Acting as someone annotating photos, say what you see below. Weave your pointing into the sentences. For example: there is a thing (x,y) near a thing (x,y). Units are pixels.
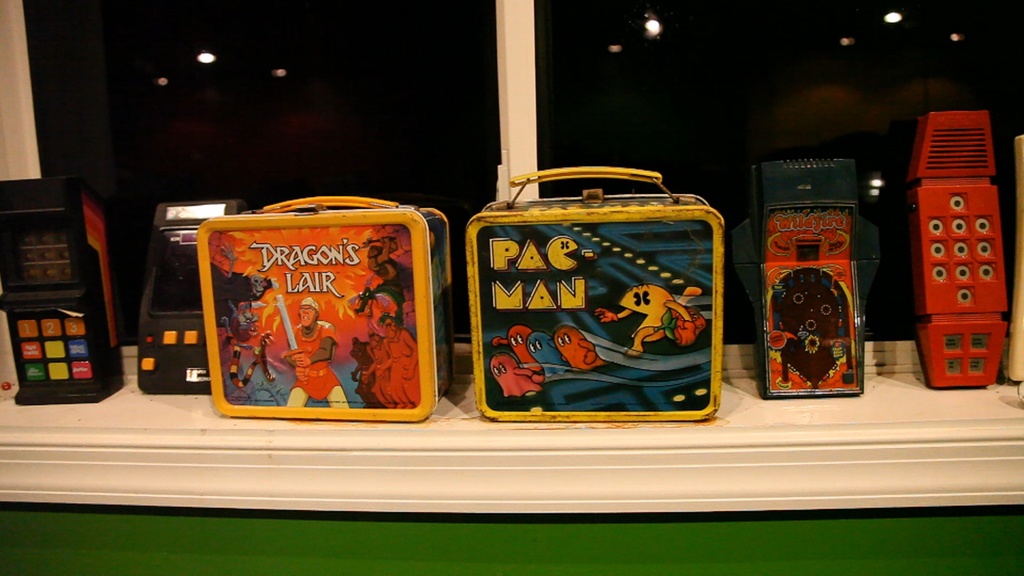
In this image, we can see gadgets (845,223) and boxes (498,317) in front of the window (479,118).
